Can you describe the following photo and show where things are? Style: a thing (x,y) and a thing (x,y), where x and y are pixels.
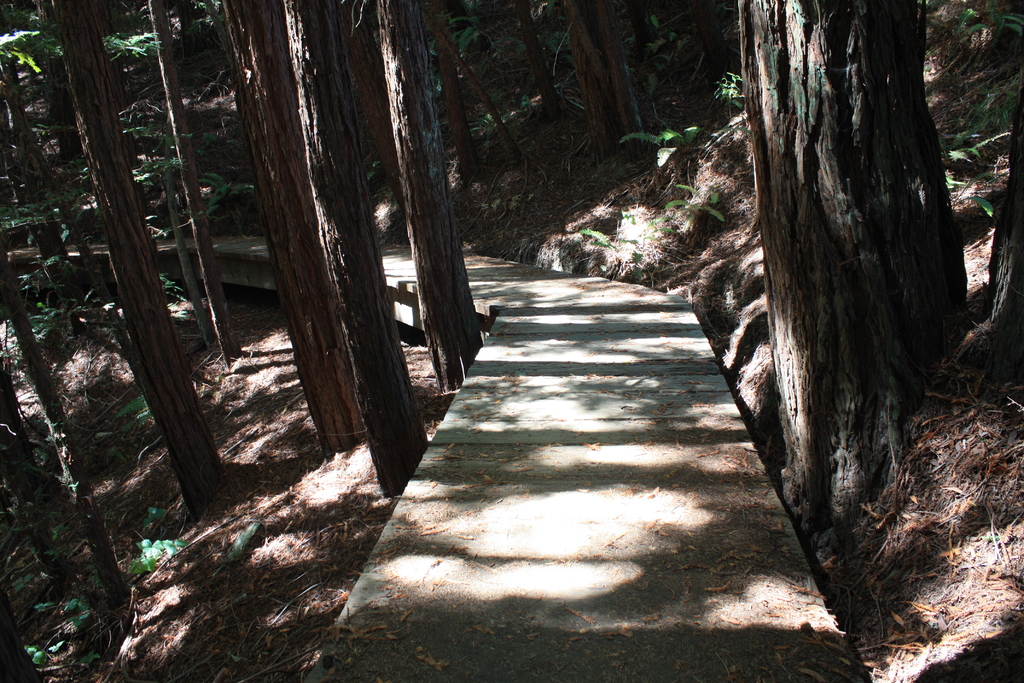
In the image we can see there is a footpath (489,280) in the middle (534,295) and on both the sides there are lot of trees (337,108). There are dry leaves (989,66) on the ground (168,524).
